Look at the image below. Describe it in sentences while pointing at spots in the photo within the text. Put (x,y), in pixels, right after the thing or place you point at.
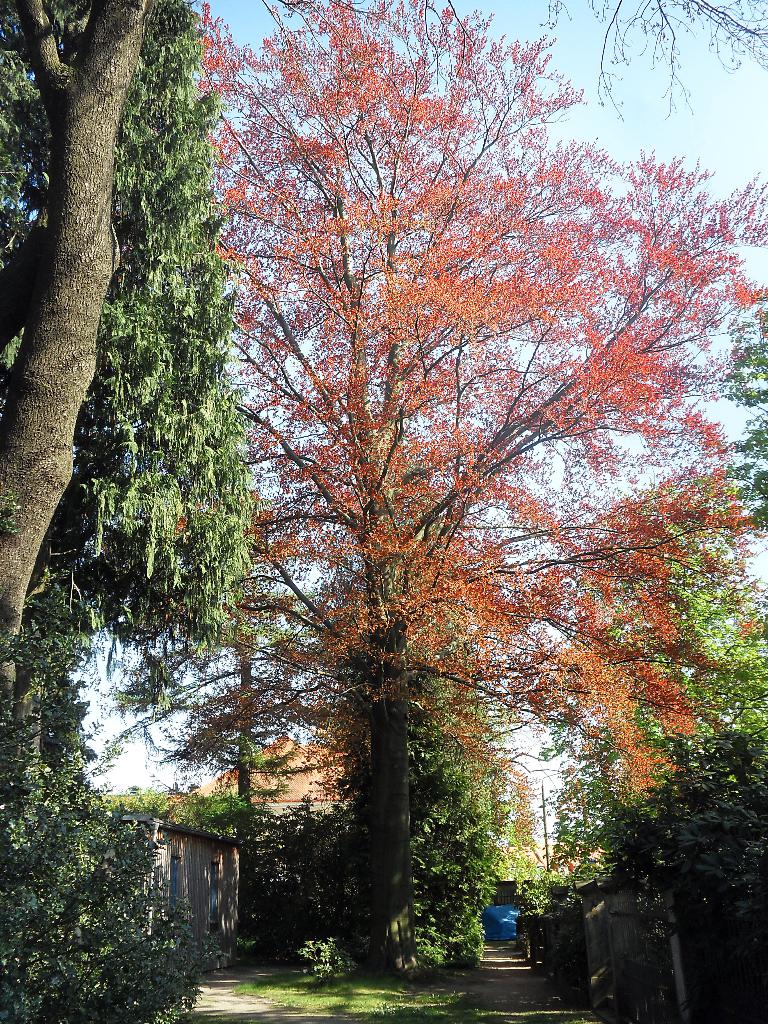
In this image I can see the ground (380,978), some grass (318,1002) on the ground (468,969), few buildings (176,881), a blue colored object (498,937), few trees (218,486) which are green, brown and orange in color and in the background (713,176) I can see the sky (641,131).
